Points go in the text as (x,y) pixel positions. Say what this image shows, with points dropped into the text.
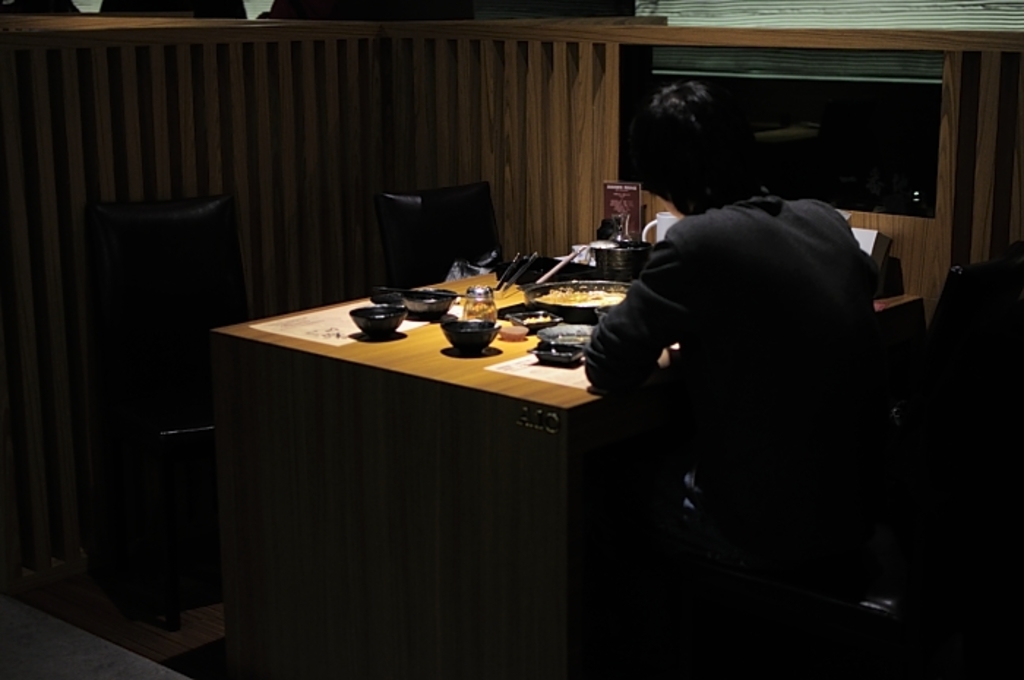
As we can see in the image, there is a man (802,446) sitting on chair (950,475). In front of him there is a table (380,420). On table (478,406) there are bowls (461,339), plate (568,299) and glasses (488,307).
